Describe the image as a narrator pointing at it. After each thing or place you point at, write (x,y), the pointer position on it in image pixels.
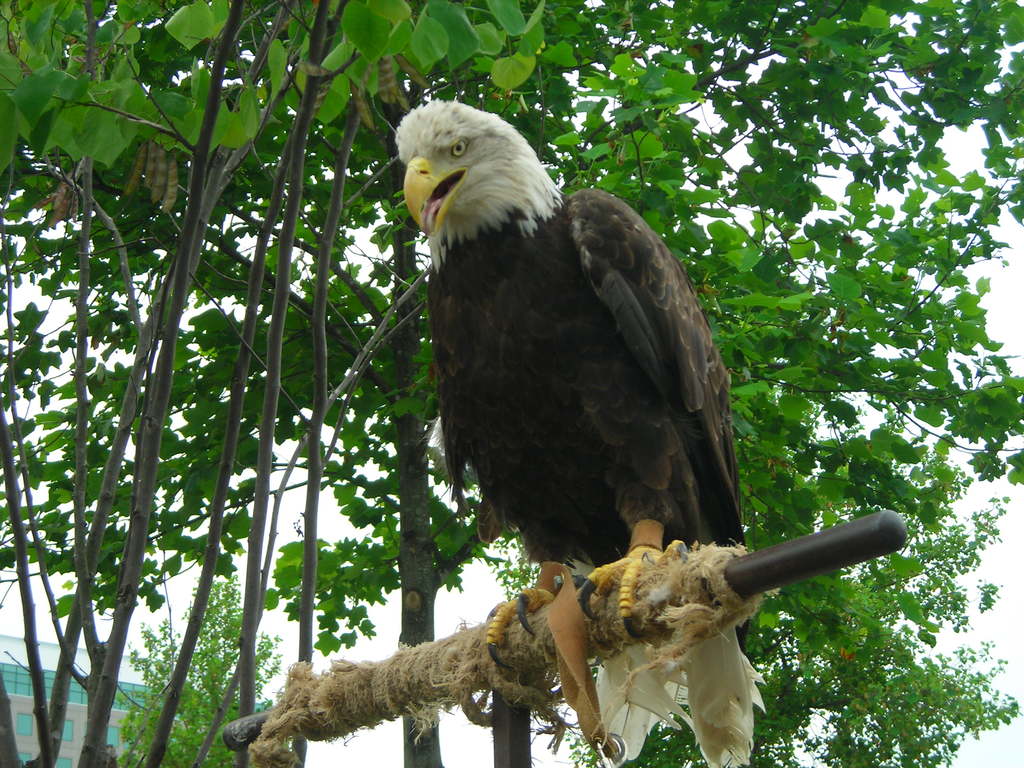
Front we can see a bird (530,288). Background (271,369) there are trees (278,306). This is building (24,718) with windows (23,720).
